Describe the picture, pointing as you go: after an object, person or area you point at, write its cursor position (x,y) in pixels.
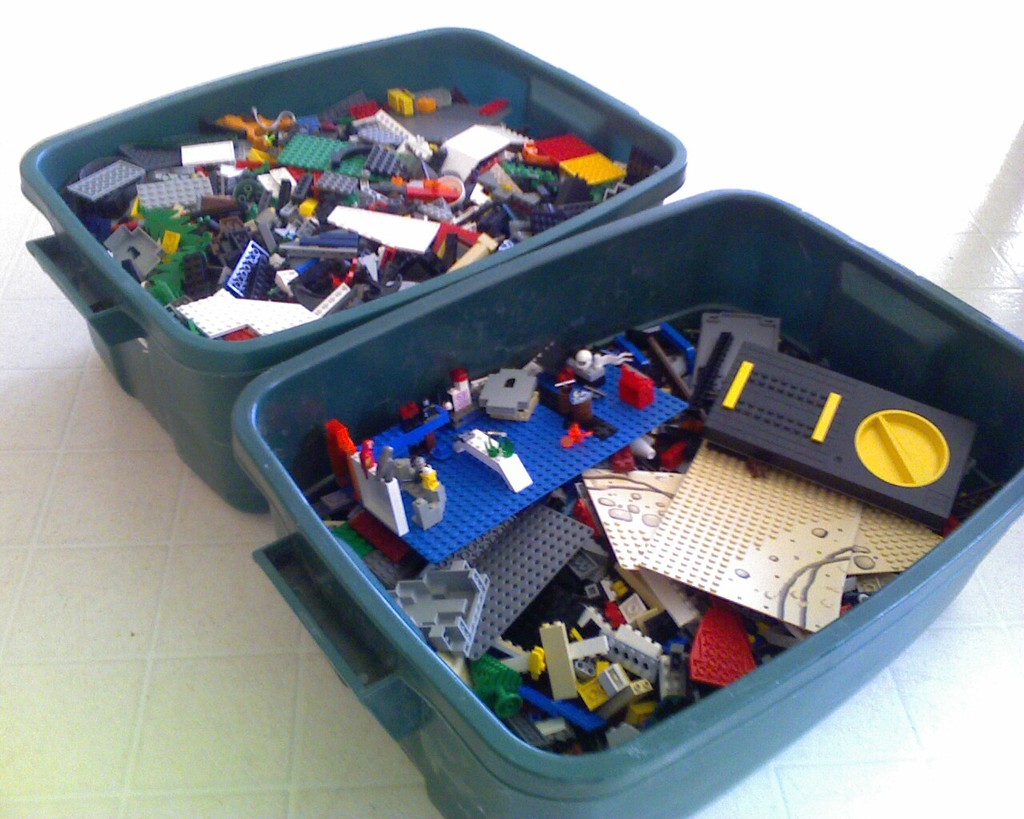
In the center of this picture (441,316) we can see the containers (355,378) containing the lego (513,396) and their parts (581,475) and the containers (280,513) are placed on the ground (128,610).
